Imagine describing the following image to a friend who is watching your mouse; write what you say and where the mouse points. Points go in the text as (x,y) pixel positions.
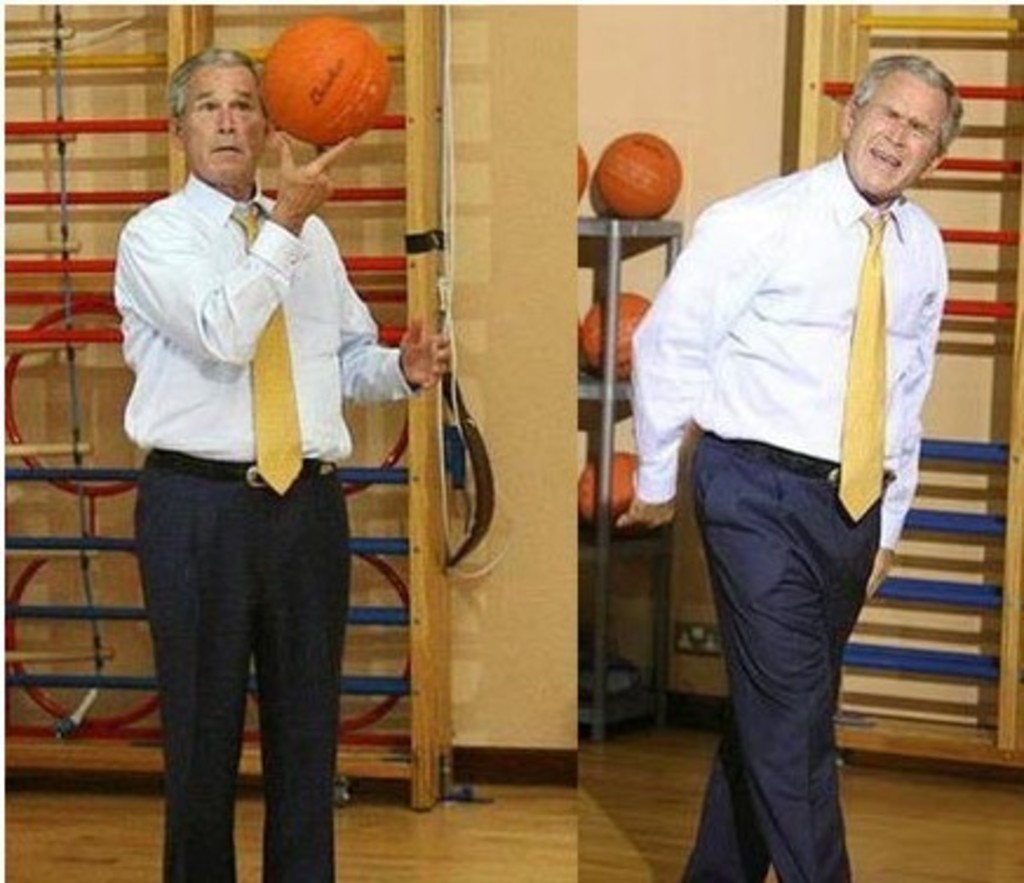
This is a collage image, we can see a man (259,313) in the white shirt (222,279) is playing with a ball (295,68). Behind the person (280,812) there is a wall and some objects (374,691). There are balls (615,474) in and on the racks (619,232).
